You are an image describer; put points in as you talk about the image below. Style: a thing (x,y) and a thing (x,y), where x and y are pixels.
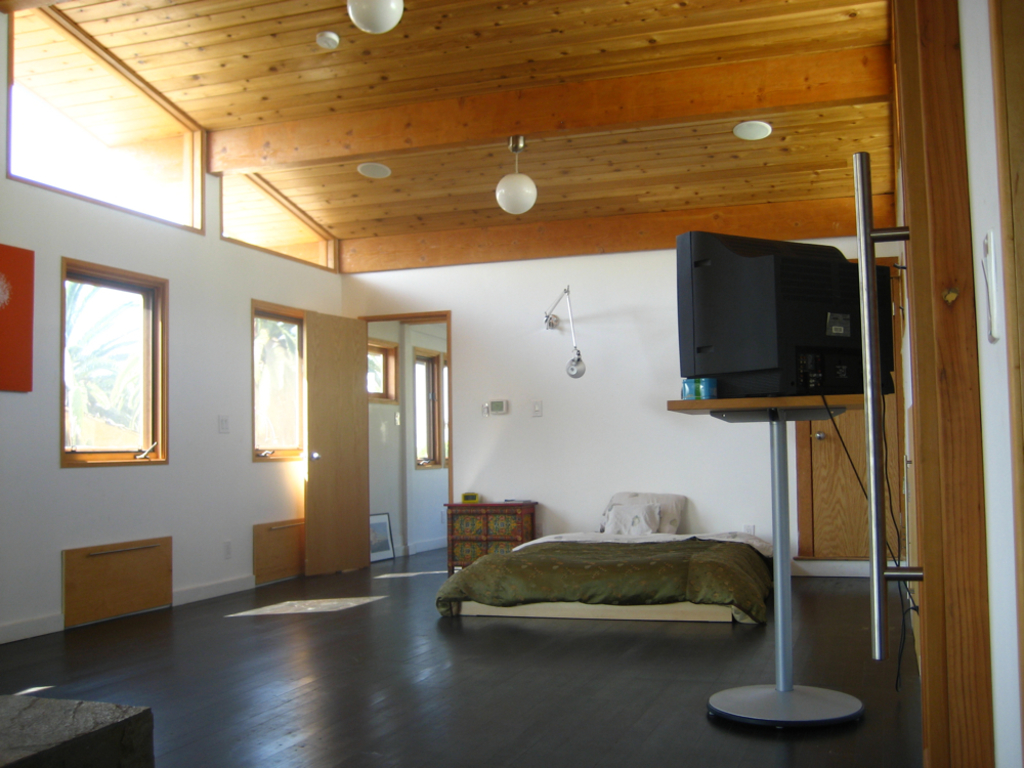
In this image we can see a room (511,669) containing a bed (590,588) with pillows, cupboard (452,560), door (336,477), windows (262,414), ceiling lights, roof (530,175), wall (615,385), television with a stand (791,629) and the floor (306,679).
